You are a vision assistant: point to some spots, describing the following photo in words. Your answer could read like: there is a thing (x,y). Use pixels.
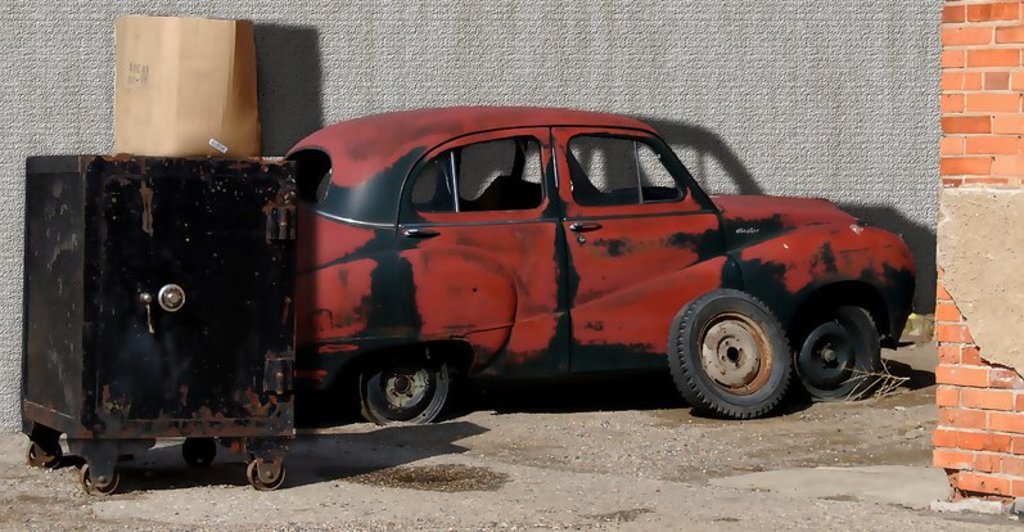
In this image we can see a red color car (449,280) and black color metal square box (121,292). On the square box (148,175) one brown color cover (157,149) is there. Behind the car (300,172) cement wall (471,39) is present. Right side of the image (962,334) brick wall (989,280) is there.
